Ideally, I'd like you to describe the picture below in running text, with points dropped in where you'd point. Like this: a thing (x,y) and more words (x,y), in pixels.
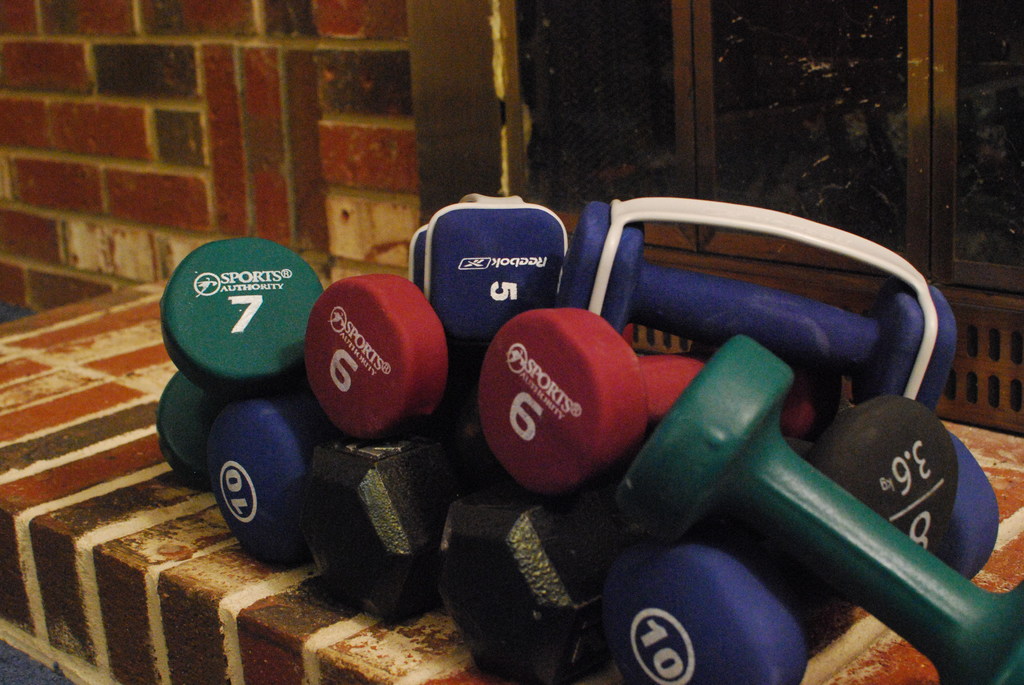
In this picture there are colorful dumbbells (242,326) in the center of the image (494,367) and there are windows (598,104) in the background area of the image (747,106).
